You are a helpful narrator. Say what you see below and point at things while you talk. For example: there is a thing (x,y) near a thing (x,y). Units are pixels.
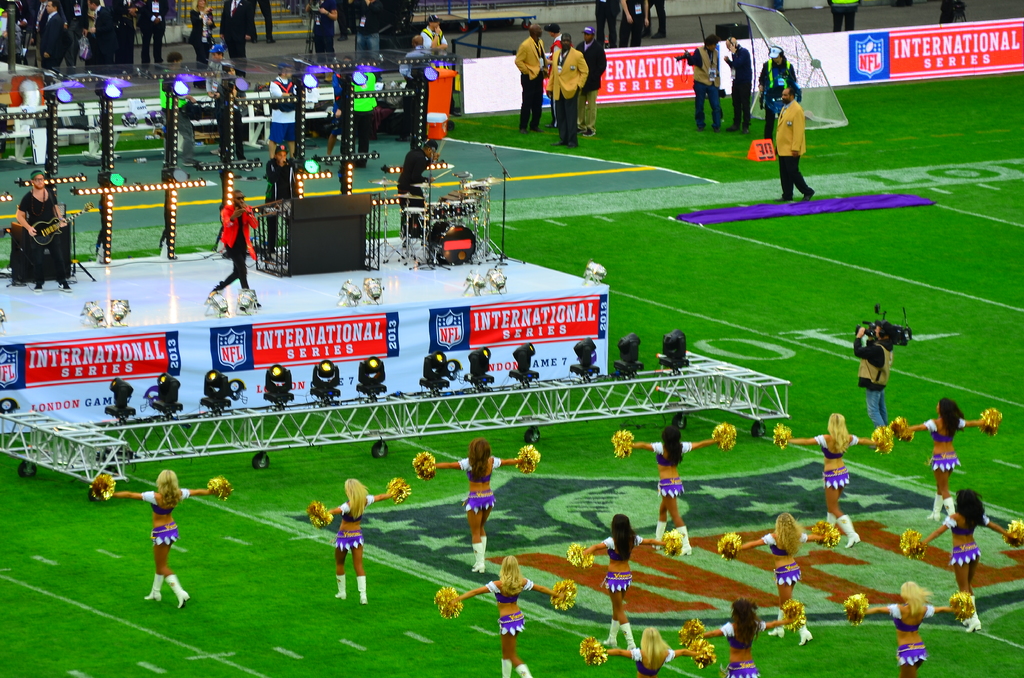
This picture is clicked outside. In the foreground (128,517) we can see the group of women (828,459) holding some objects (905,425) and standing and we can see a person (885,335) seems to be holding a camera (897,332) and standing and we can see the green grass (698,347), focusing lights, metal rods (73,432), text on the banners (287,359) and we can see the group of persons (243,212) standing and seems to be playing the musical instruments (410,247). In the background (522,53) we can see the group of persons (580,91) and many other objects (449,121).
